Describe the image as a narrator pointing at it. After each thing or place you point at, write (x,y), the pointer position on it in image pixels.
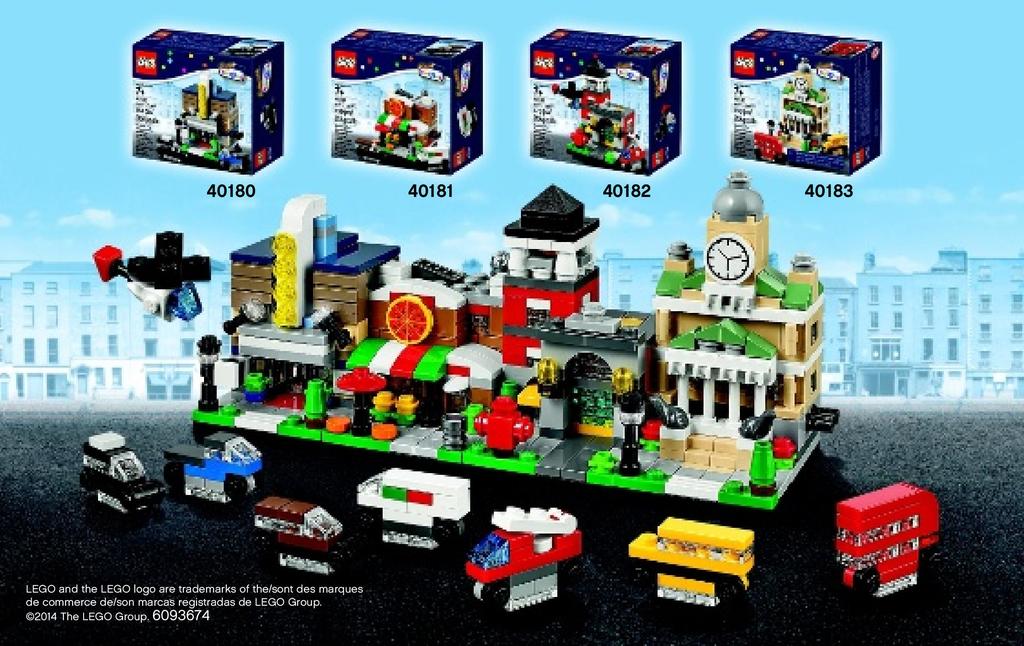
In this image, I can see a poster (206,585) with the number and pictures (162,493) of a LEGO puzzle (276,510), toys (290,509), boxes (222,117), buildings (965,340) and the sky (220,219). In the bottom left corner of the image (152,616), there is a watermark (358,590).
